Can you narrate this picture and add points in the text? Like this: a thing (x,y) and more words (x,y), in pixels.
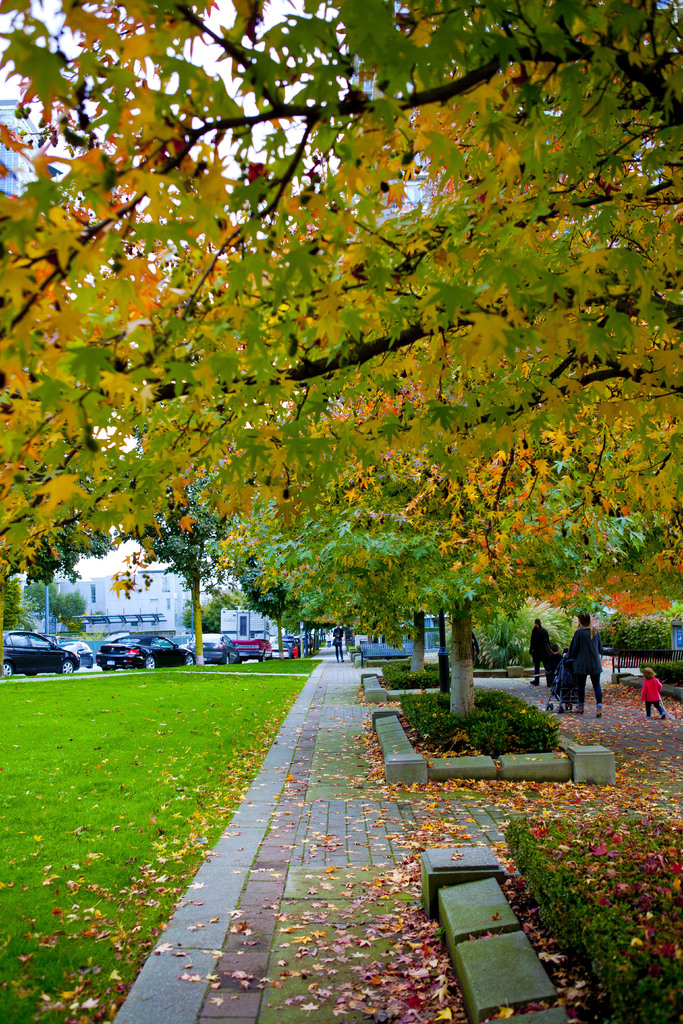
In this image we can see a few trees (457,628), stones (514,990), grass (201,787), cars (163,663) and buildings (107,607) on the left side of the image (124,643), on the right side (600,649) there are a few people (596,671) walking on the road (634,708).
